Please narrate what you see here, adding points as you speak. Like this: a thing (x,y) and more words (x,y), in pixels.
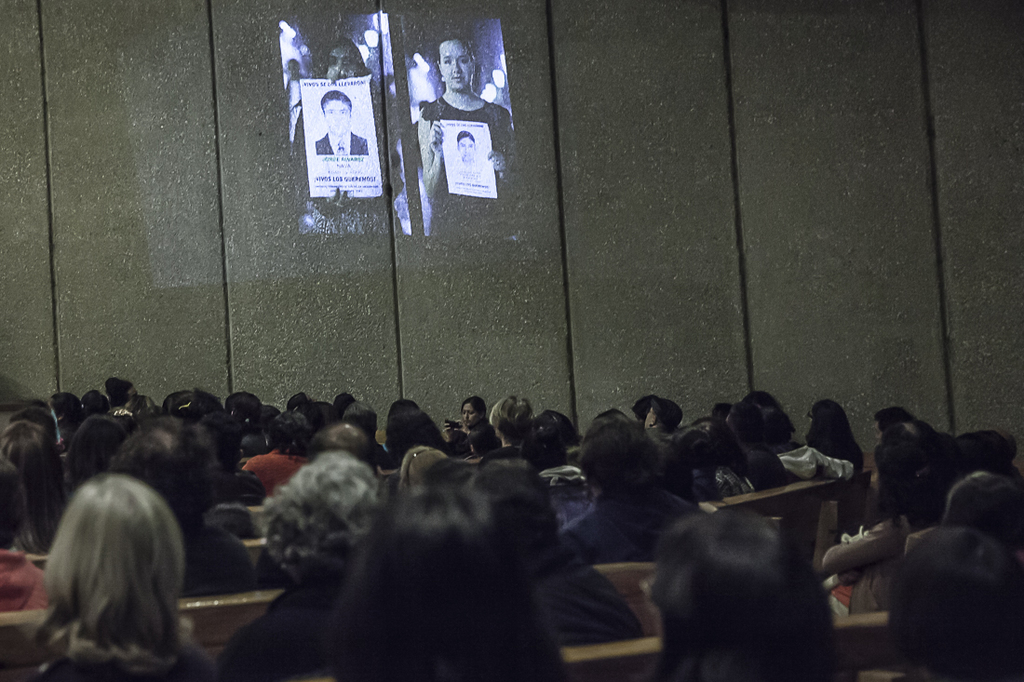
In this image we can see crowd (408,571) sitting. In the background (768,242) there is a wall (540,384) and we can see a screen (440,194).
